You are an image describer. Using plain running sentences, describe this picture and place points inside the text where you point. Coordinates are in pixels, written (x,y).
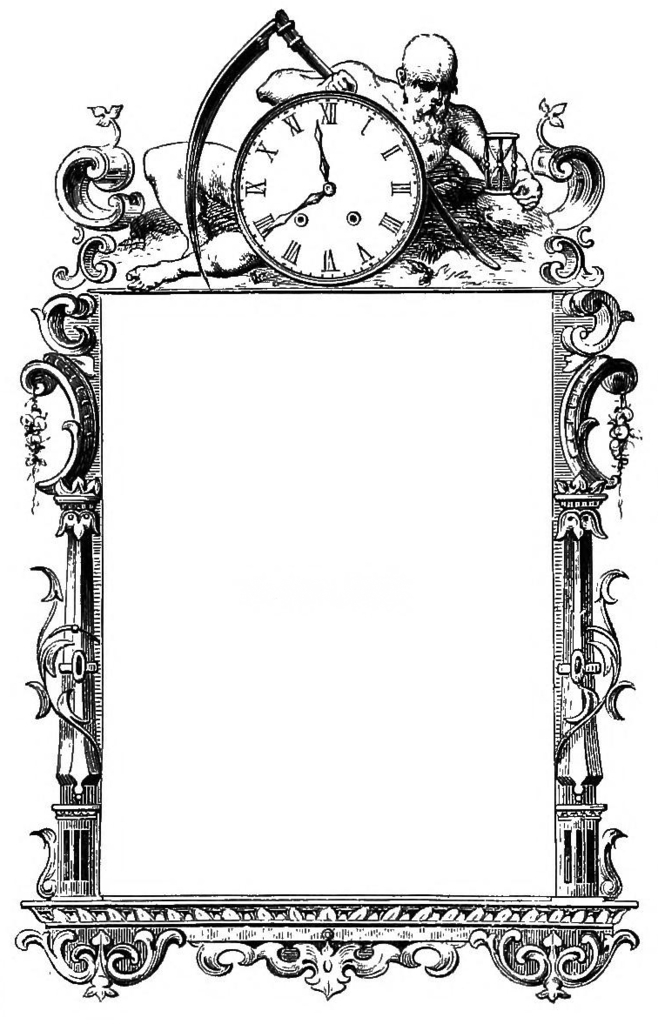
This is a black and white picture. We can see a frame (141,938) with a clock (250,173) on that.
